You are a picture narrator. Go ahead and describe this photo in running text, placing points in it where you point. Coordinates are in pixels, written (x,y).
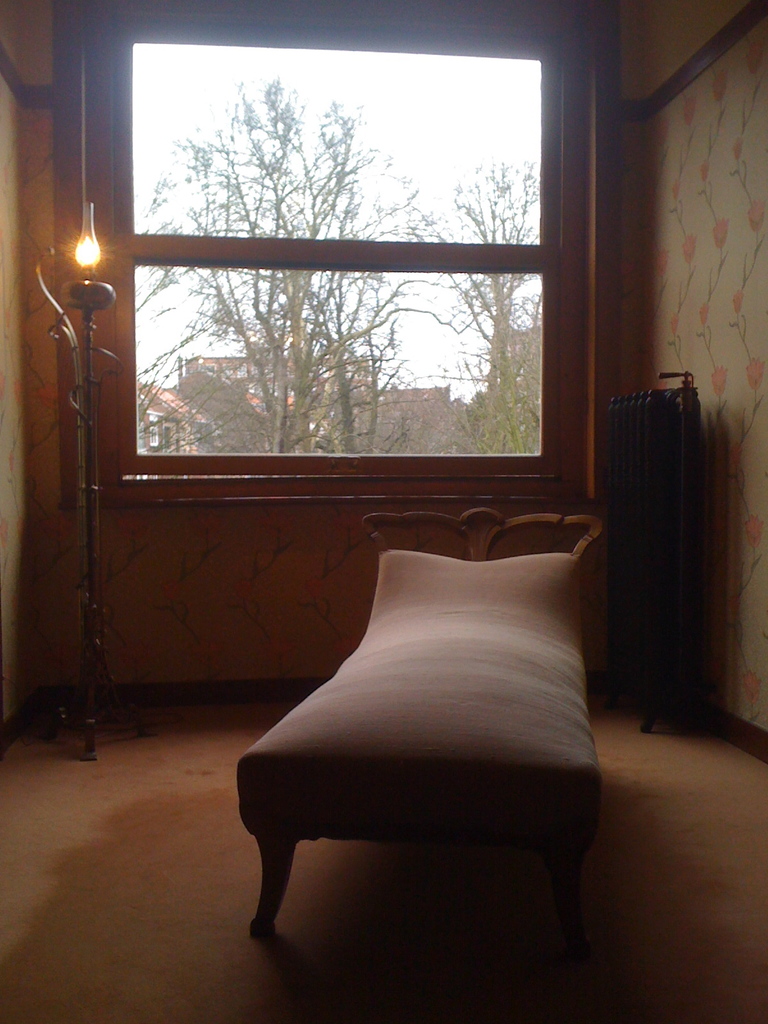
In this image there is a bed (446,655) in the middle (493,623) and there is a lamp (70,330) on the left side (91,409). In the background (337,354) there is a glass window (370,331) through which we can see the buildings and trees (355,388). On the right side (701,242) there is a wall (710,218) on which there is a design (710,218).
